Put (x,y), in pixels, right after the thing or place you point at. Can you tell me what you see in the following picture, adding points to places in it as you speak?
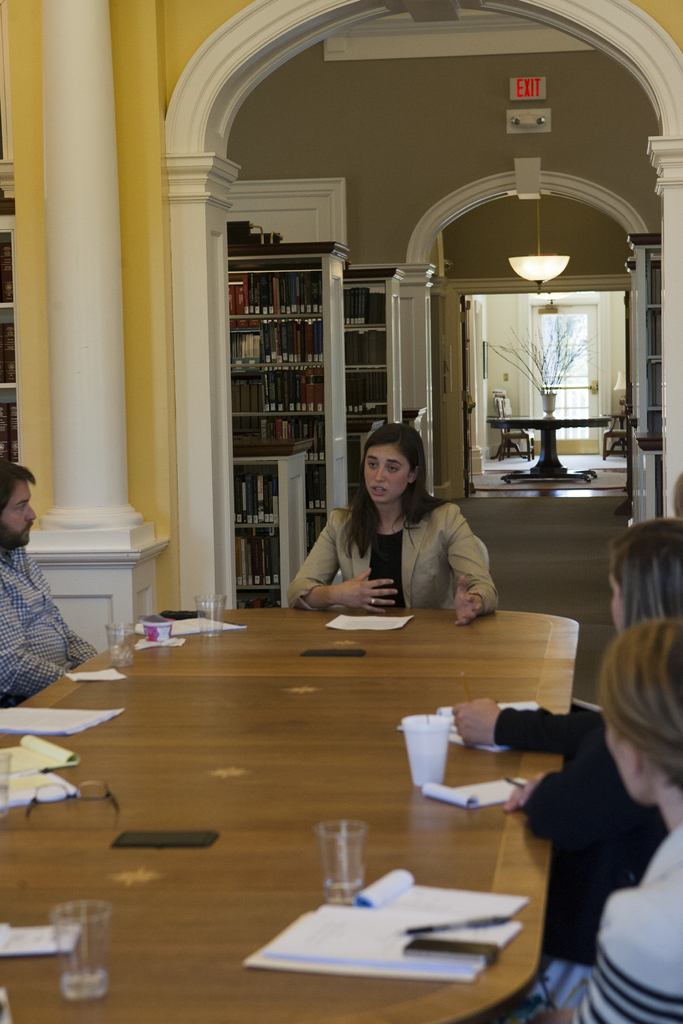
There are four people (415,521) sitting on the chairs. This is the table (214,771) with books (52,714), glasses (126,660), mobile phones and spectacles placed on it. This is the pillar (93,308) which is white in color. These are the books (315,361) which are placed in the book shelf (290,506). This a lamp (517,257) hanging to the rooftop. This is an arch (631,22). At background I can see a table (590,416) with flower vase (545,398) on it. This is a door (586,351).
